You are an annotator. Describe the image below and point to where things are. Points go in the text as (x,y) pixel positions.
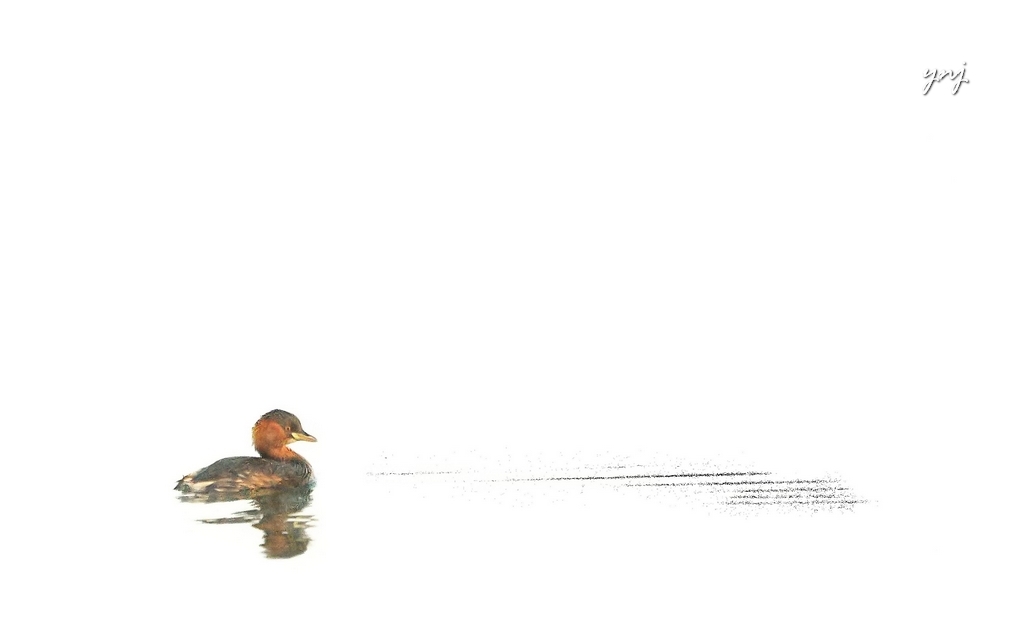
In this picture I can observe sketch (234,484) of a duck (205,468) on the left side (268,457). In the top right side (929,77) I can observe text (943,83). The background (396,289) is in white color.
